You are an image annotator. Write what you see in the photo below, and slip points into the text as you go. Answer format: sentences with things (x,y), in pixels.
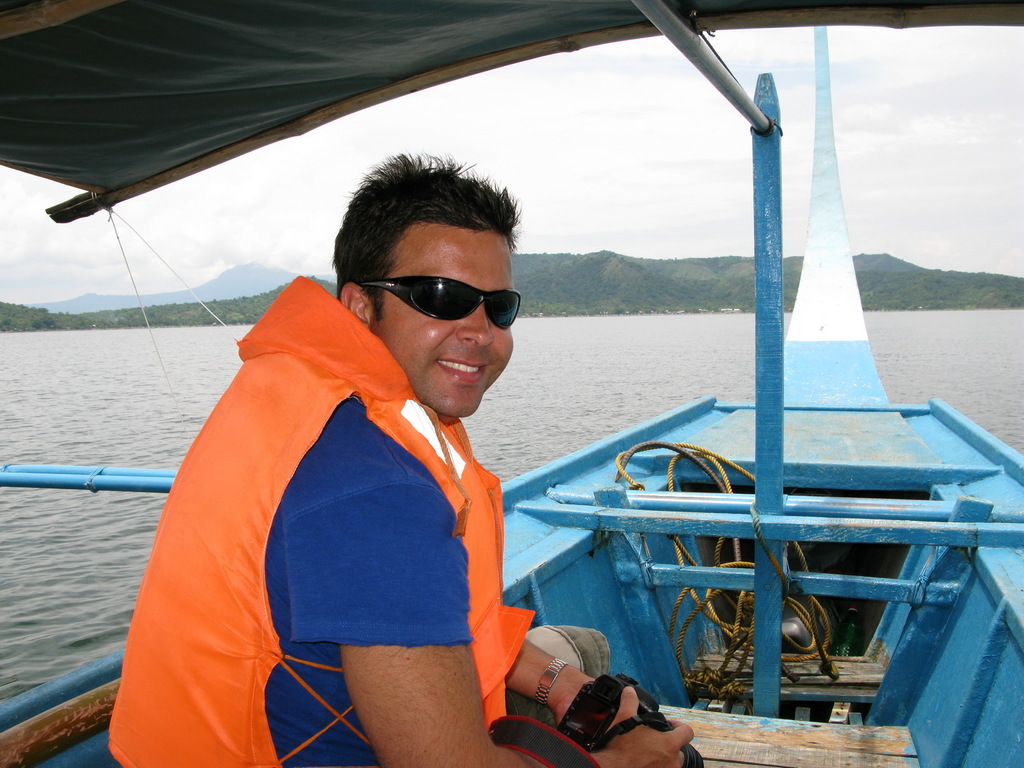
In this image I can see a person (455,538) is sitting on the boat (844,660). In the background (578,240) I can see water (191,367), trees (586,267), mountains (586,281) and the sky (674,238). This image is taken during a day near the ocean (178,360).
